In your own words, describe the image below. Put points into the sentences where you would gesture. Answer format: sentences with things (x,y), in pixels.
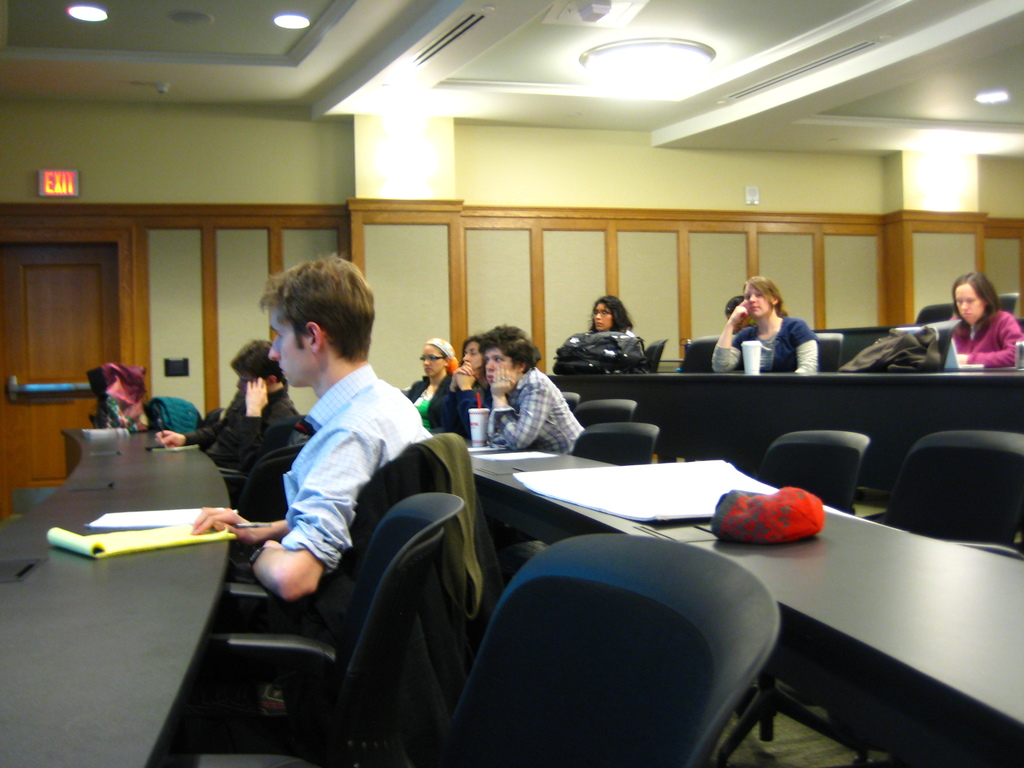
There are some people (316,449) sitting in the chairs (584,407) in front of a table (808,548) on which some papers (632,485), glasses (756,361), books (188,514) were placed. There are men (326,438) and women (815,356) in this room (383,398). In the background (584,257) there is door (61,288), wall (402,253) and lights (635,47) here.
